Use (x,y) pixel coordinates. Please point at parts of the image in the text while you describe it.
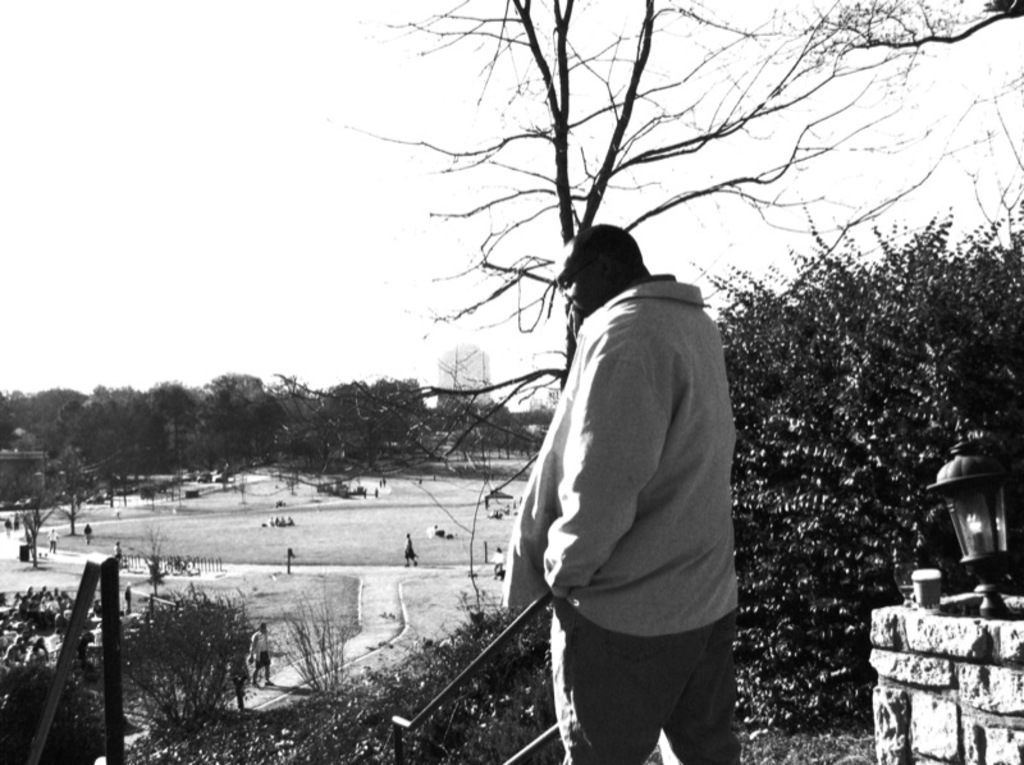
In this picture there is a person (694,505) standing and there are iron rods (51,695) on either sides of him and there is a lamp (972,565) in the right corner (963,498) and there are few people (97,629) and trees (82,440) in the background (295,453).
